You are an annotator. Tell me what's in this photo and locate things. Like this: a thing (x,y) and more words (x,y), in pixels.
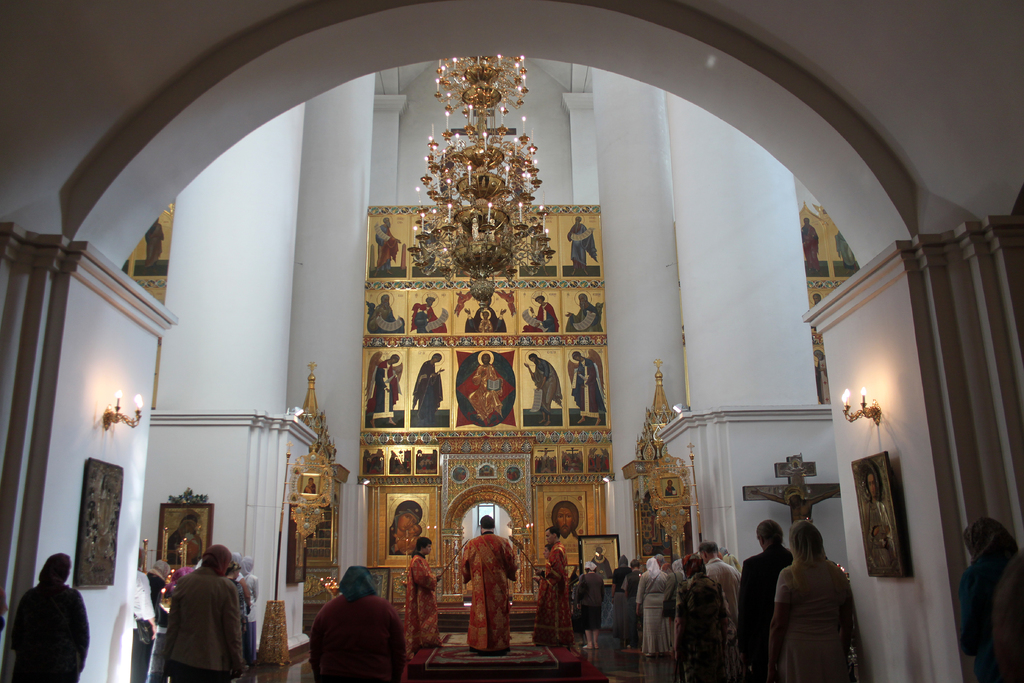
This image is clicked inside the church (583,505) where we can see there is a priest (510,565) in the middle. At the top (475,162) there is chandelier (489,157). There are few people (235,625) standing on the floor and doing the prayer. On the left side (134,451) there is a wall (132,468) to which there is a frame (109,558). Above the frame (103,468) there is a light (135,406). On the right side (756,490) there is a cross symbol (791,495).
